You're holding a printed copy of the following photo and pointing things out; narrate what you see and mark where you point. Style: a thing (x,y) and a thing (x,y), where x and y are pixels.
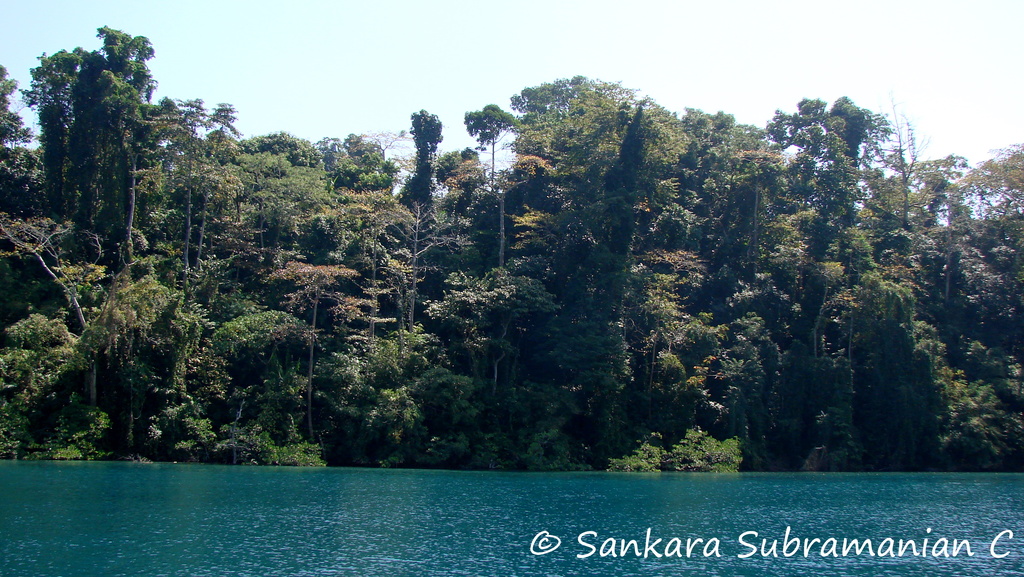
In this image there is a water (444,506) at the bottom (482,507) and in the background (426,263) there are trees (693,305). In the front (618,539) on the bottom right (737,543) there is some text (787,551) written on the image.
